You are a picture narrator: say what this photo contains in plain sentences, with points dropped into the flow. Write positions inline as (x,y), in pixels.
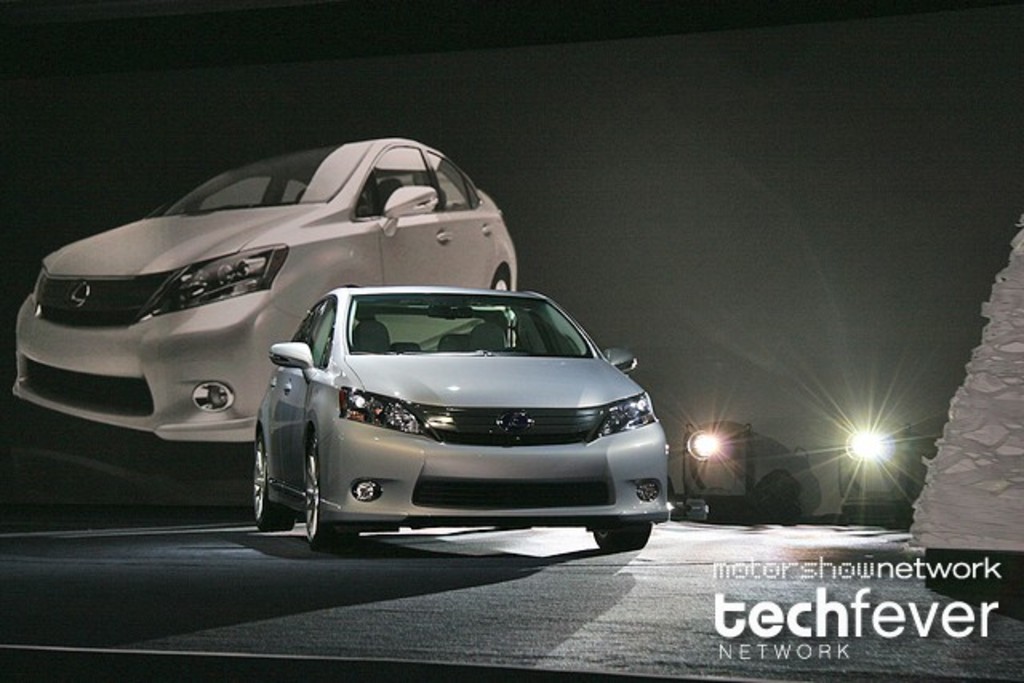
In this picture we can see a car (462,363) on the surface (657,665). In the background of the image (691,402) we can see lights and banner (371,170). On the right side of the image (987,466) we can see white object (993,450) and text (800,647).
